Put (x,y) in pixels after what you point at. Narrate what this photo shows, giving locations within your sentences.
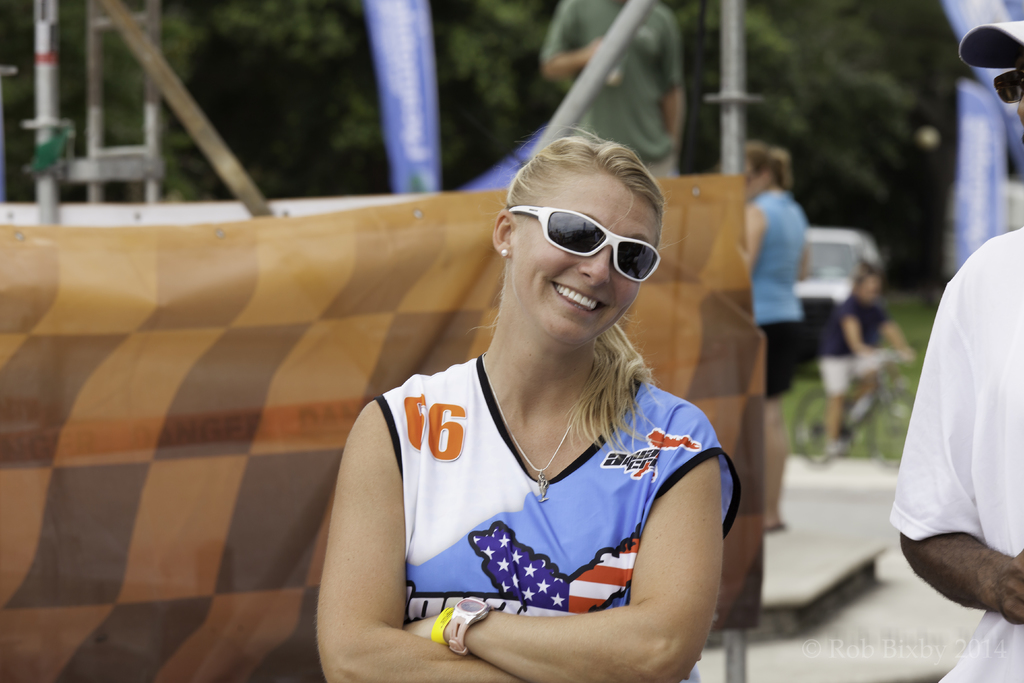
In this image, I can see two persons (674,396) standing. Behind the two persons (578,225), I can see the banners (72,667), poles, a ladder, trees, two persons (628,110) standing, a vehicle (843,300) and a person (865,325) riding bicycle (889,356). In the bottom right corner of the image (1000,638), there is a watermark (837,642).
